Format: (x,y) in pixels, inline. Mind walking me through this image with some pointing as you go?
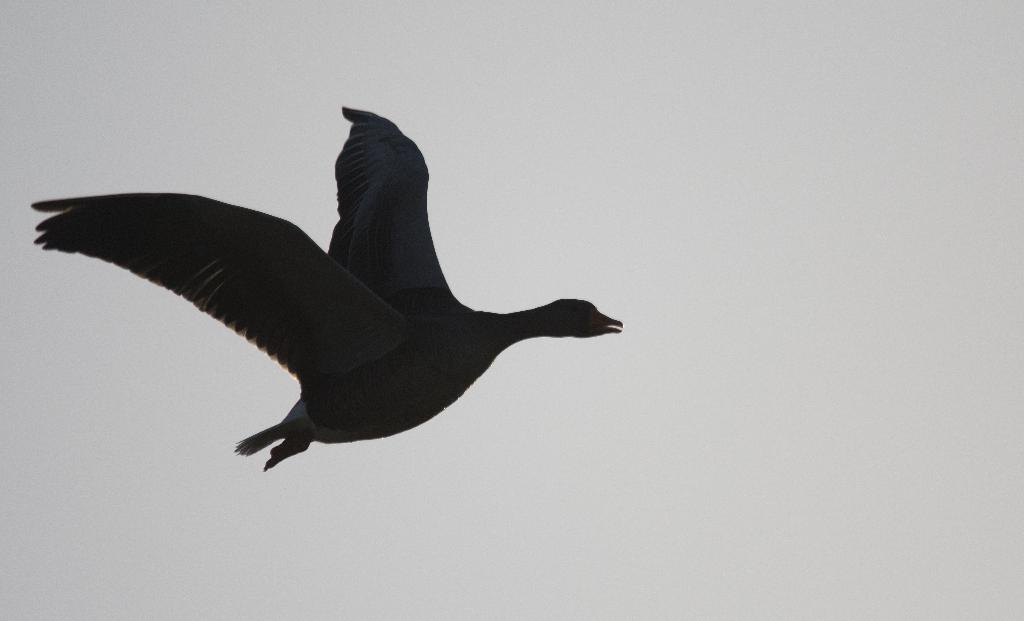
In this image we can see a bird (365,255) in sky (105,185).
